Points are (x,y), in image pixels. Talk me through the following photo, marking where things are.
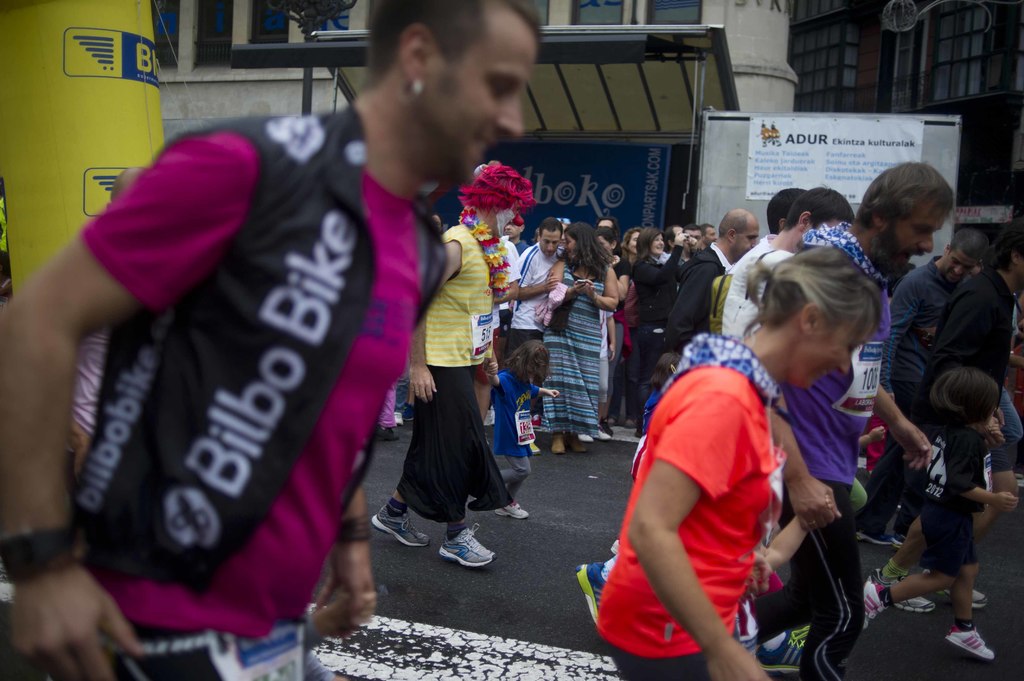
In this picture there are people (409,373) on the road (557,524), banner (830,137) on a board (780,153) and hoarding (546,211). In the background of the image (749,45) we can see buildings (871,77) and board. In the top left side of the image (66,55) we can see an object (84,111).
